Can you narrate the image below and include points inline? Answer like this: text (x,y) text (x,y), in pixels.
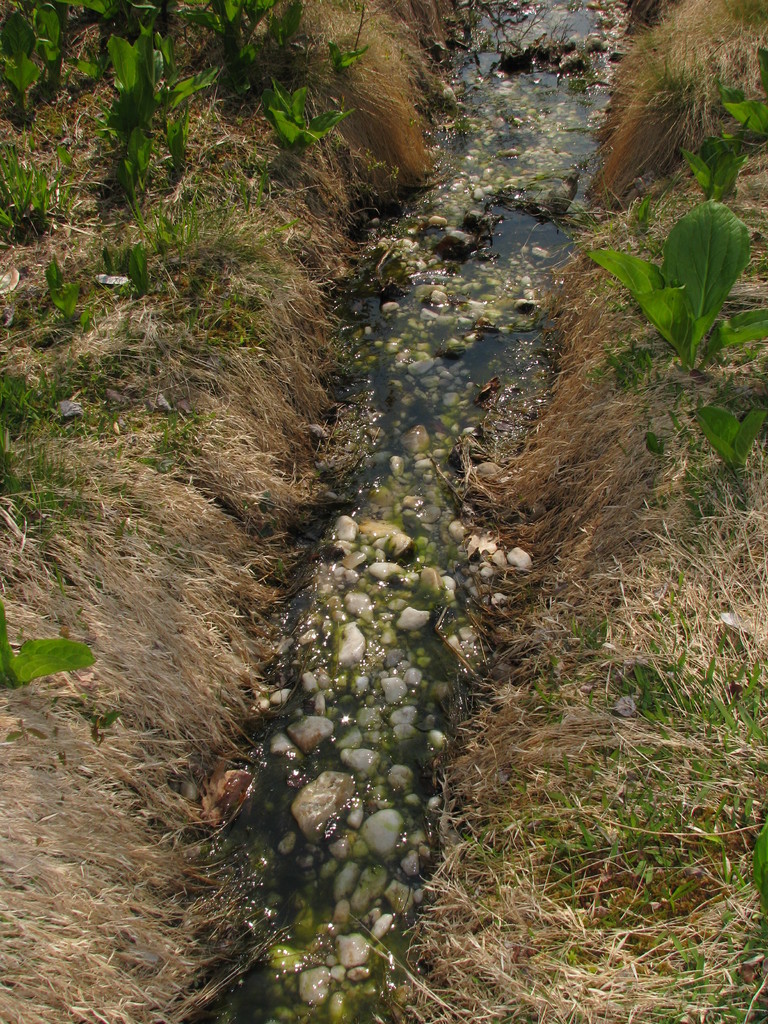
In this image in the center (380,623) there is water (407,578) and in the water (481,430) there are stones (417,495) and there are plants (115,266) on the left side (131,238) and there is dry grass (715,782) on the right side (628,487) and there are plants (705,178).
